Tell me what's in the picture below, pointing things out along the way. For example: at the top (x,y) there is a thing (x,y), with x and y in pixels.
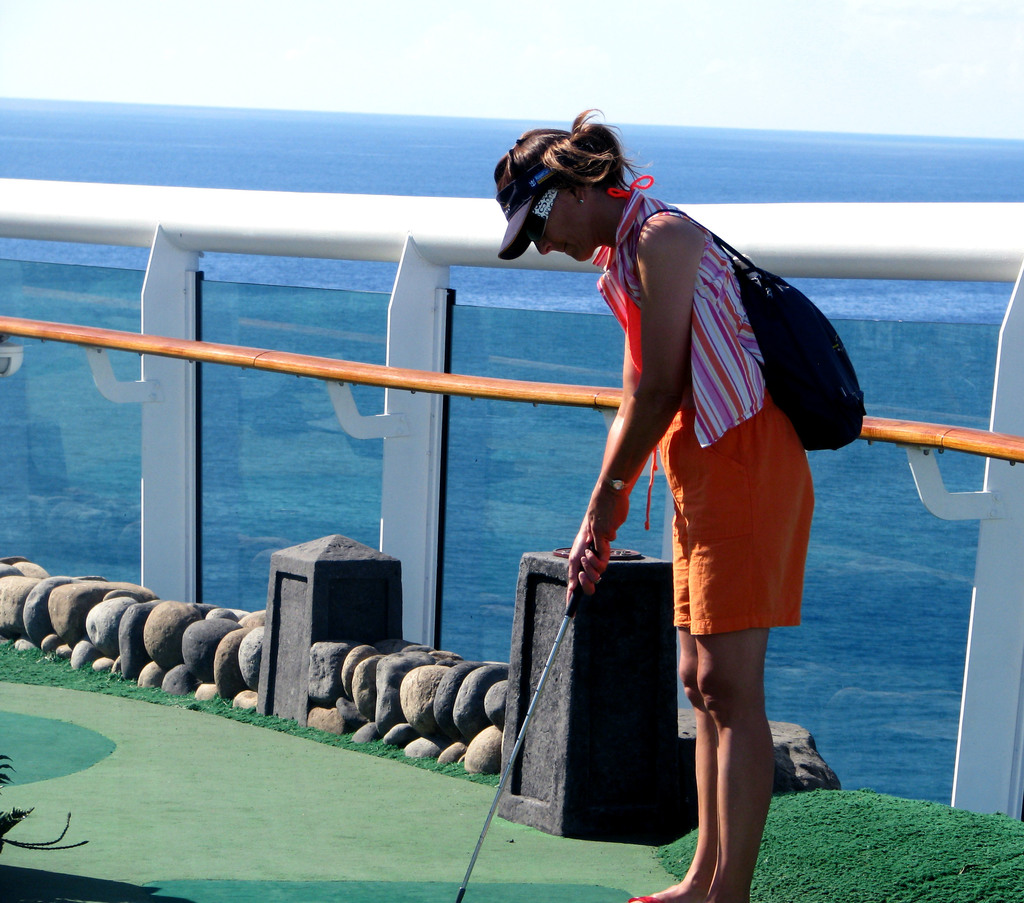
In this image, we can see a lady (560,247) wearing a cap (497,195), a bag (802,340) and holding a stick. In the background (325,328), there is a fence (377,412) and we can see stones (76,620), rocks (16,600) and there is water (312,340). At the top (391,76), there is sky (447,42) and at the bottom (316,812), there is ground (182,833).
